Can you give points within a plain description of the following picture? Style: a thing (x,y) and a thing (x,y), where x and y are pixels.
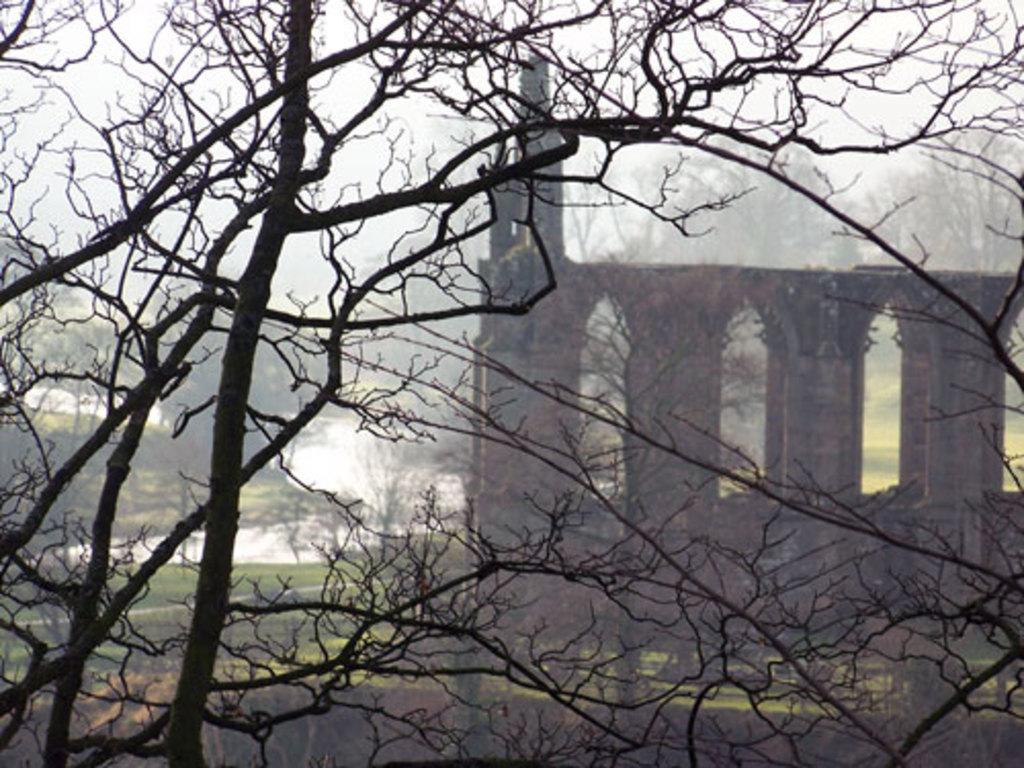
In this image we can see a tree (394,42), there is the building (580,354), there is the water (331,458), at above there is the sky (481,117).
